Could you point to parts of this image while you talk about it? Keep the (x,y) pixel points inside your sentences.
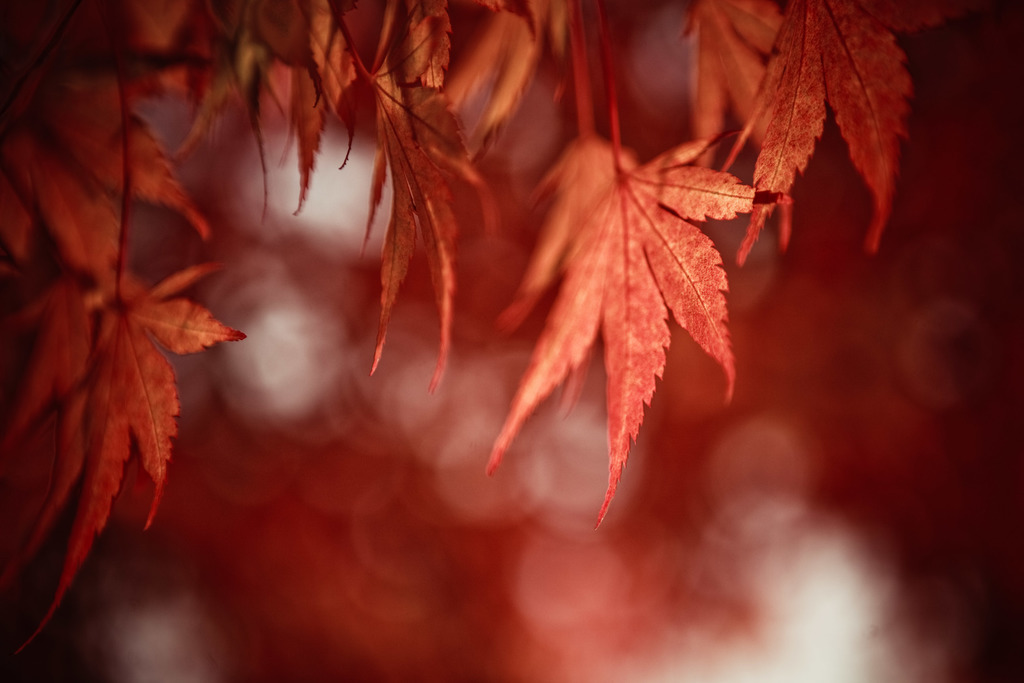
There are leaves (435,220) in the foreground area of the image (708,280) and the background (251,422) is blurry.
